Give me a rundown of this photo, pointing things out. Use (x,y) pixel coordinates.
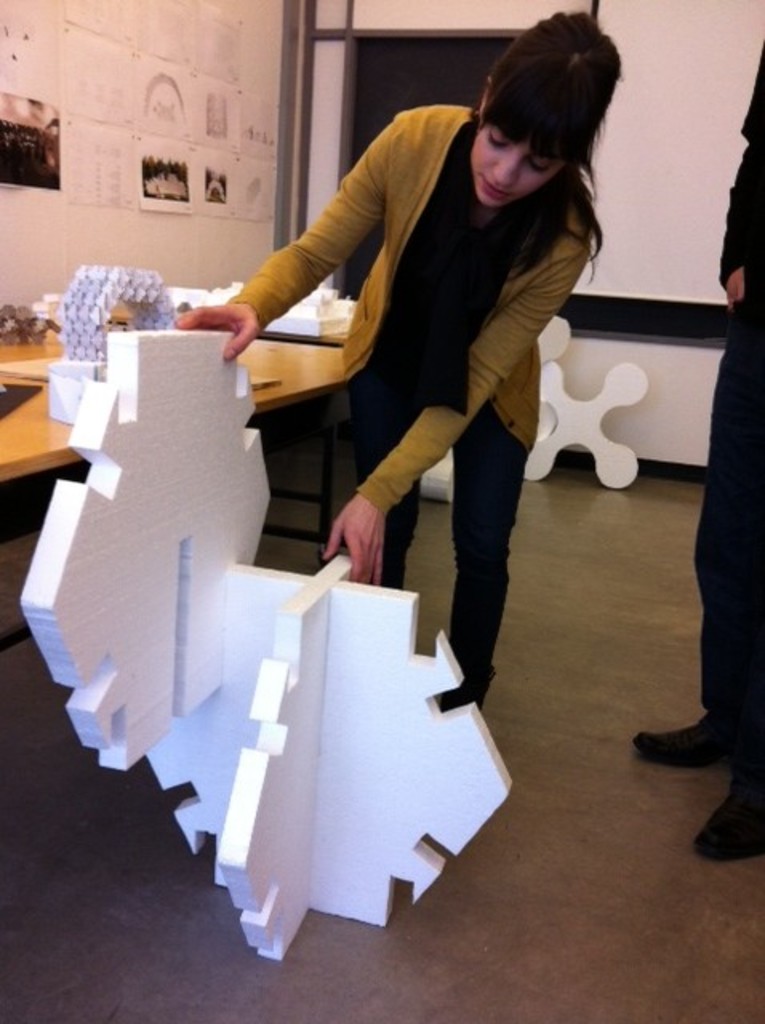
There are two persons (546,271). They are standing. In the center of the woman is holding a thermocol (263,594). There is a table (290,351). There is a thermocol (146,323) on a table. We can see in the background (158,261) posters (252,101), wall (158,233), projector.
